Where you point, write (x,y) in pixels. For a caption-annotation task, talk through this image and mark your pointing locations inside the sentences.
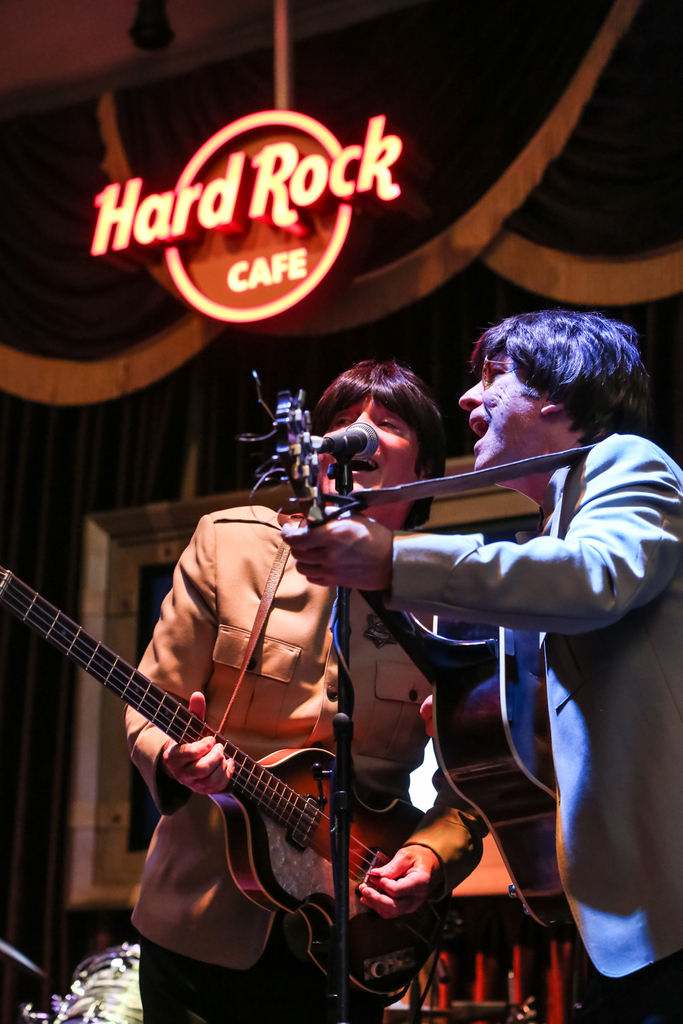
there are 2 people (558,612) singing. the person (306,639) at the left (146,677) is holding the guitar (304,837). at the back (219,306) hard rock cafe (257,292) is written.
